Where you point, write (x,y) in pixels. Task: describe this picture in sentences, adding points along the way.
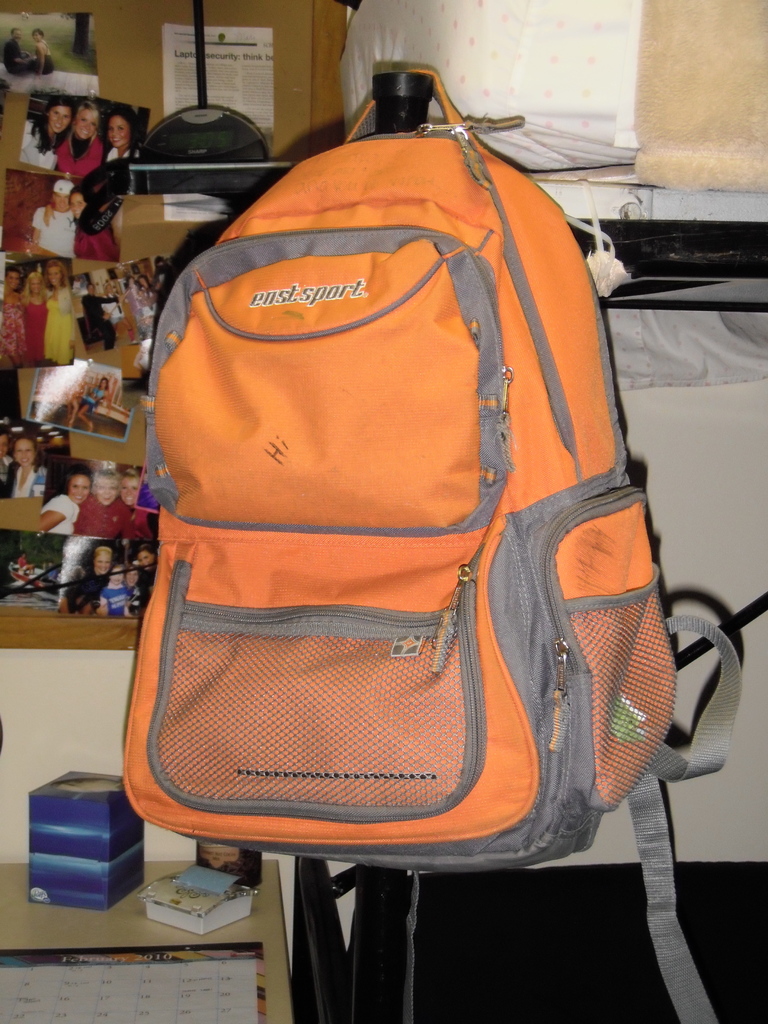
In this picture we can see orange color bag (474,531) and it is hanged to the pole (395,84) and at back of it we can see photos (90,115) to board (312,73), box (102,854), calendar (255,1014) on table (61,947).
